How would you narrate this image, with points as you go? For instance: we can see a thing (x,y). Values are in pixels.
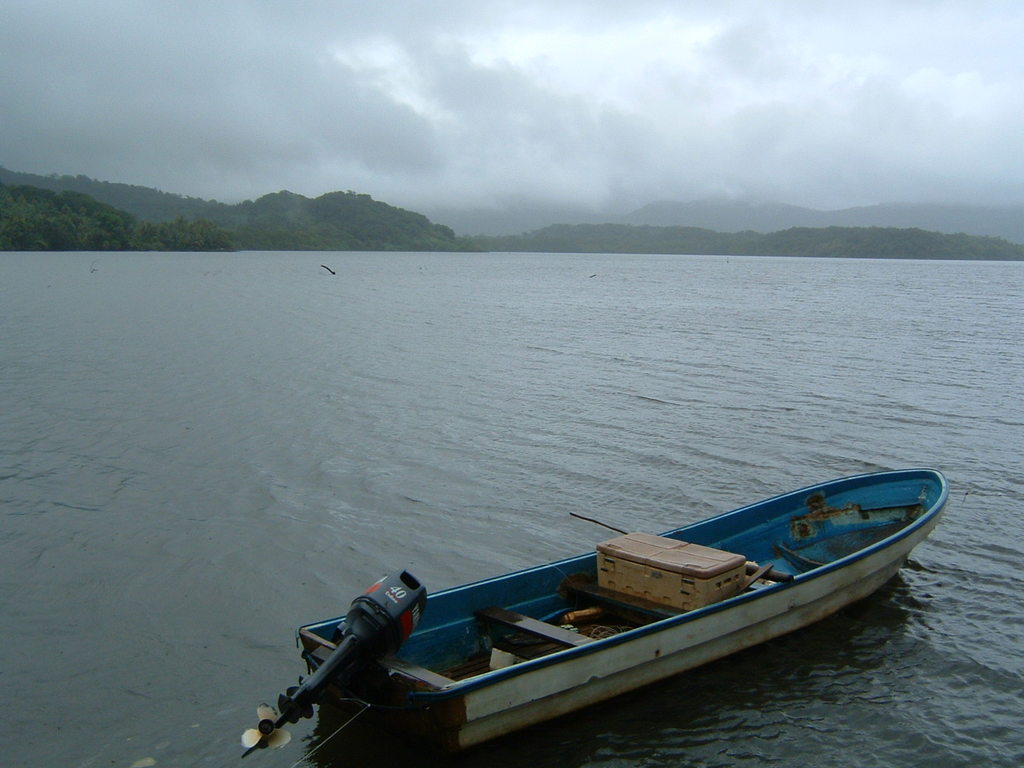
In this image we can see a boat (483,726) on the water (37,334) and there are some trees (216,226) and in the background (609,217), we can see the mountains (1013,216) and at the top (306,58) we can see the sky (306,58).
